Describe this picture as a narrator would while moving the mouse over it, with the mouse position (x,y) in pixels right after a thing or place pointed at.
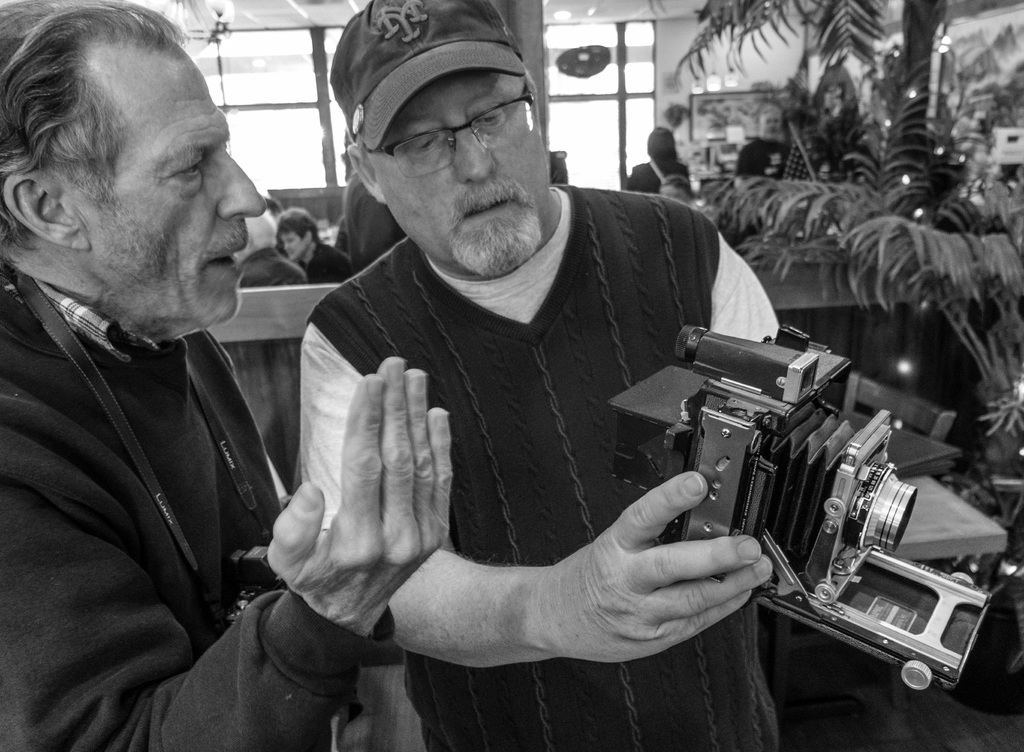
In this image we can see two old persons (471,374) are standing and one is holding a camera (897,494) in his hands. In the background (865,156) we can see trees (929,179), persons (295,226) and glass window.
